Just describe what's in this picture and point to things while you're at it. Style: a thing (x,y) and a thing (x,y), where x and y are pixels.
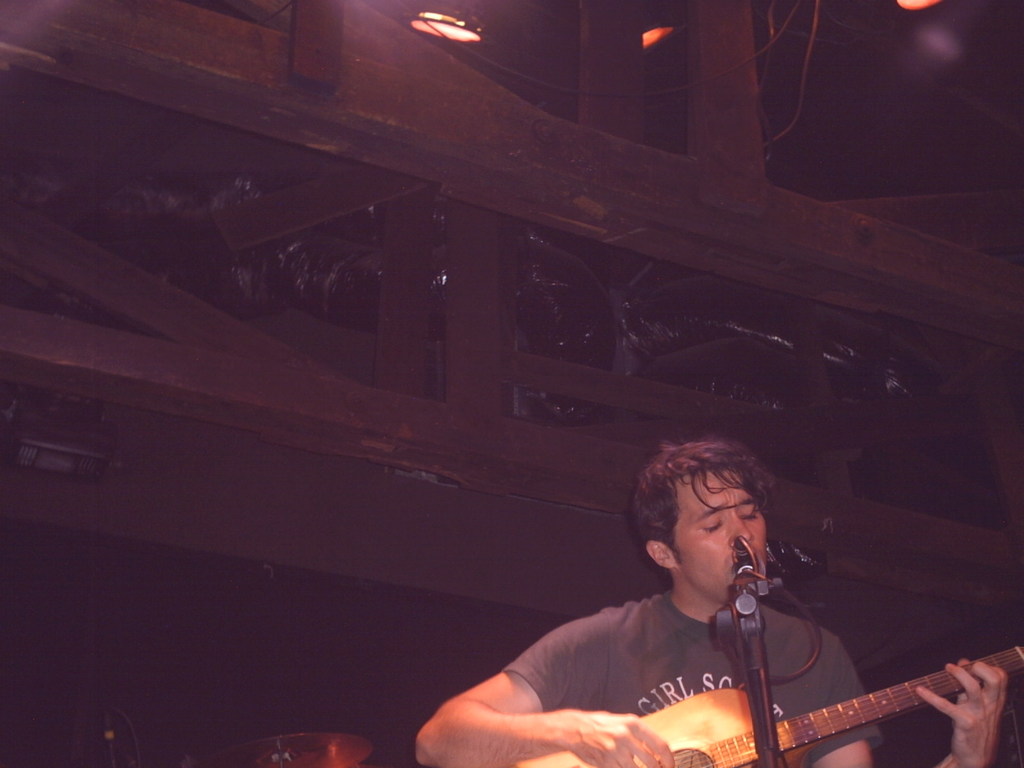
In this picture there is a boy (723,451) who is standing at the right side of the image (787,617) who is holding the guitar (737,714) in his hand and there is a mic (741,630) in front of him.
